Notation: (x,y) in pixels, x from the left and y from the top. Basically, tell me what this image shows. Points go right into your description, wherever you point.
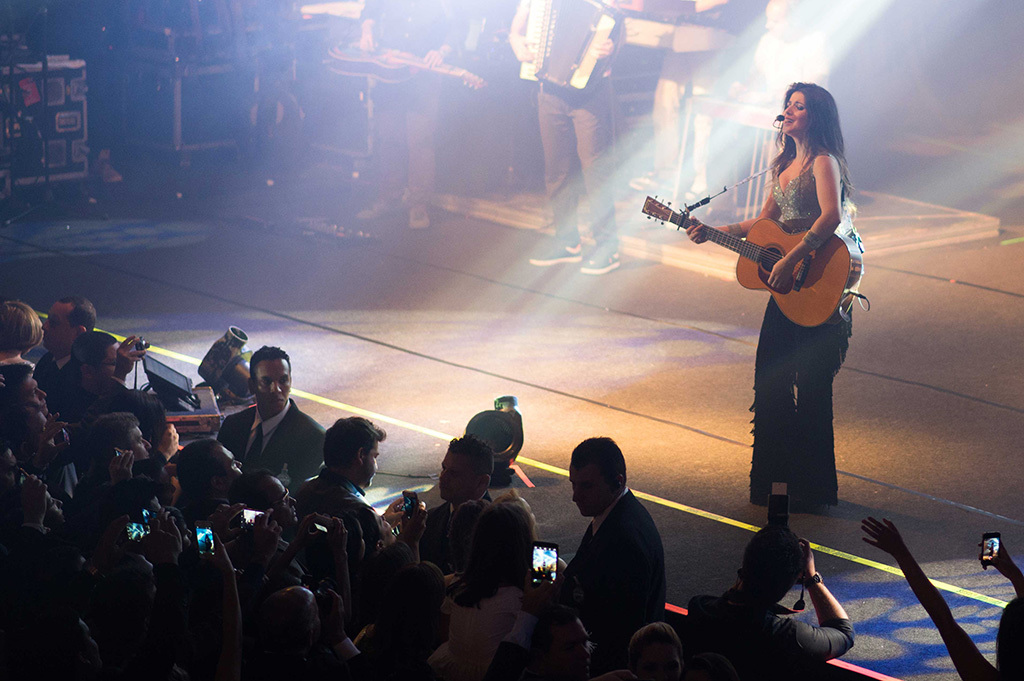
These persons (601,116) are standing playing musical instruments (773,293) and this person (817,333) singing. We can see electrical devices (509,403) on the stage (495,373). These are audience (476,629), these persons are holding mobile (132,523) and this person (753,599) holding camera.
